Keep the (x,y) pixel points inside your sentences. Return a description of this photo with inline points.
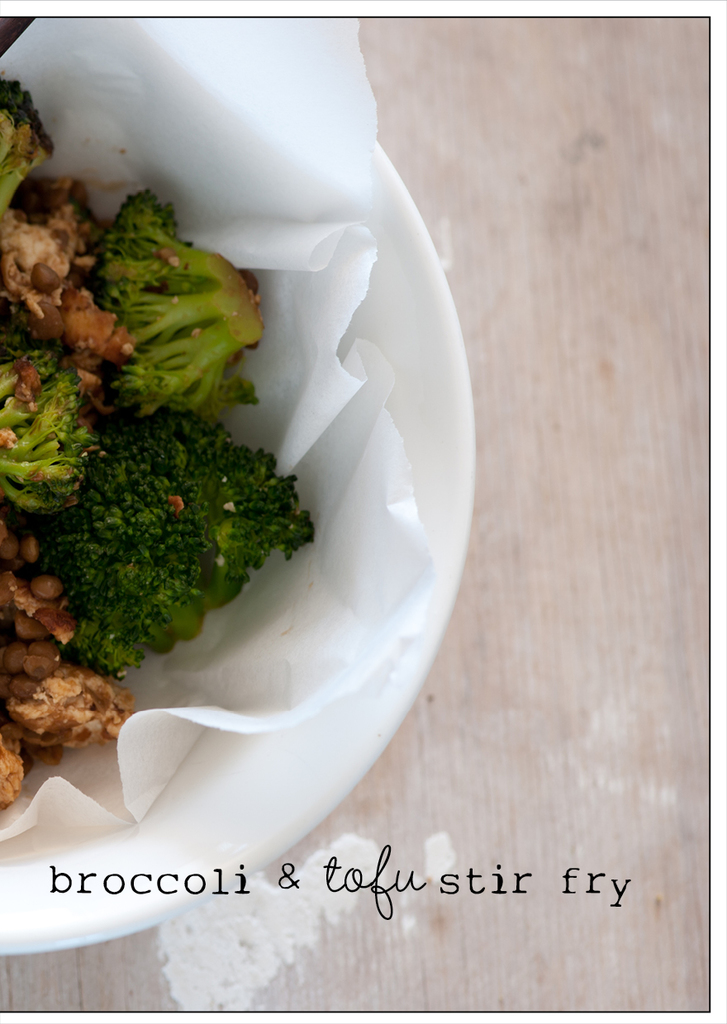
In the picture I can see the fry broccoli dish (135,386) in the bowl (340,715) and the bowl (436,502) is kept on the wooden table (501,822).
